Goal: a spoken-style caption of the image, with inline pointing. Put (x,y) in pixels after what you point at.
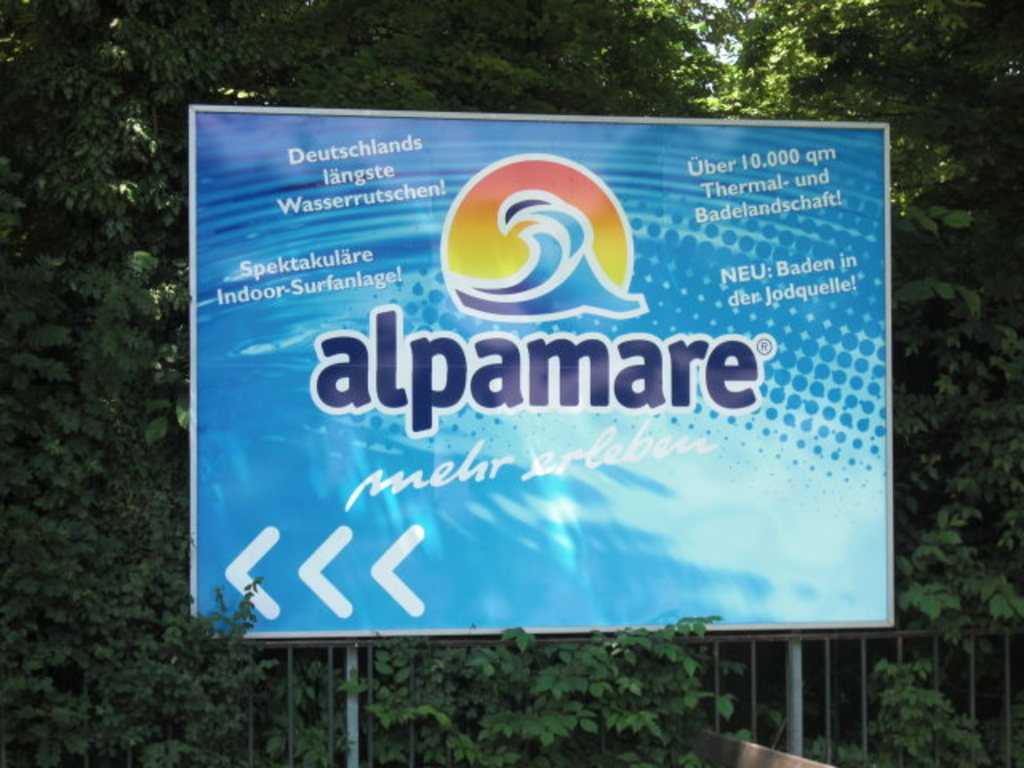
In this image I can see a huge banner (555,394) which is blue in color, the metal railing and few trees (652,717) which are green in color. In the background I can see the sky (742,43).
